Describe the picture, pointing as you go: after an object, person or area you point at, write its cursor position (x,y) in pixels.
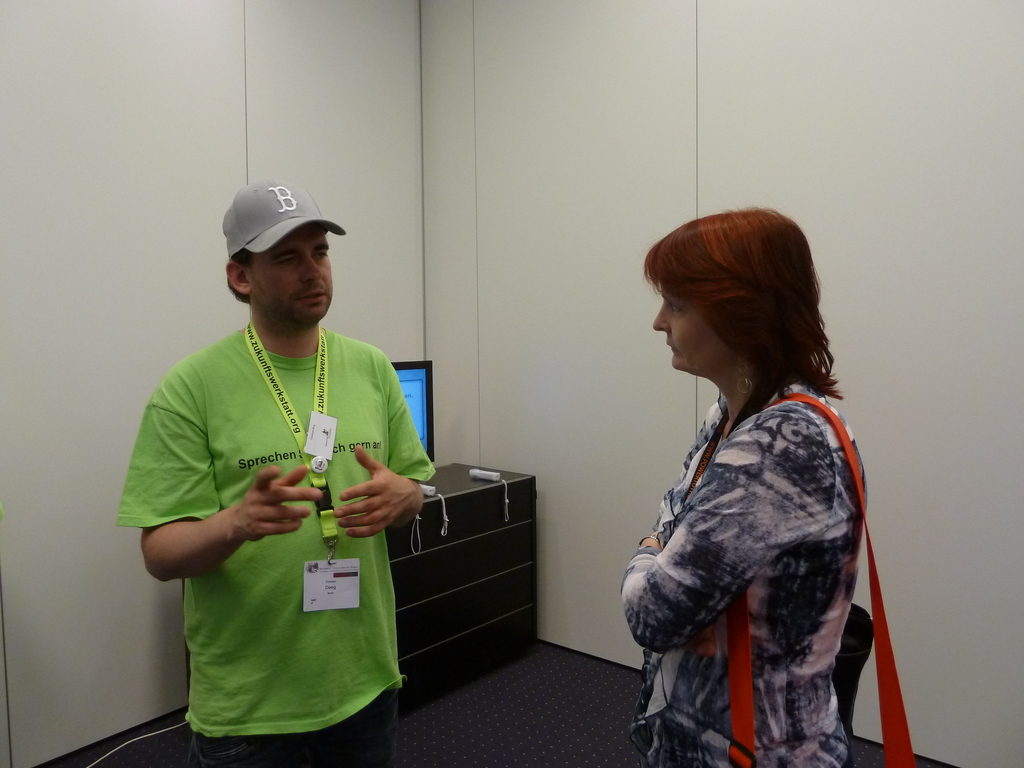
In the picture I can see a man (345,500) wearing green color T-shirt (362,381), identity card (318,567) and cap (291,229) is standing on the left side of the image (327,681) and on the right side of the image (712,551) we can see a woman (746,537) wearing a dress (698,578) and carrying a bag (747,710) is standing. In the background (424,380), we can see the monitor (415,379) is placed on the black color table (523,562) and we can see the wall (54,244).
